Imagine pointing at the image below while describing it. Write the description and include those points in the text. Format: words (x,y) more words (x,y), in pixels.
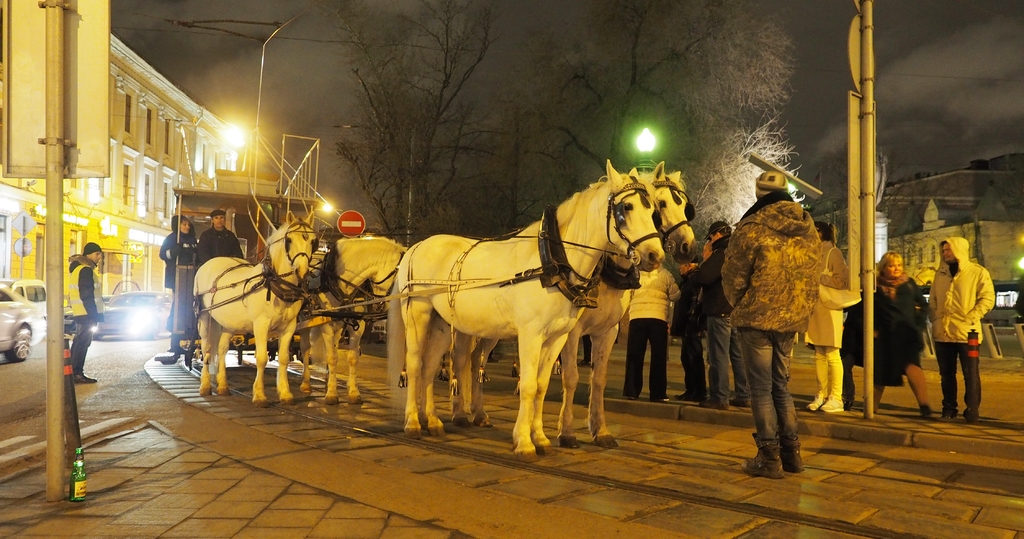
Here we can see a group of Horses (508,304) and behind them there is a trolley (234,211) having people (218,254) in it and in front of them there are group of people (796,239) standing and there are cars (133,297) present and there is a building (125,205) present and there are trees (409,176) present and there are lights (640,139) present.
